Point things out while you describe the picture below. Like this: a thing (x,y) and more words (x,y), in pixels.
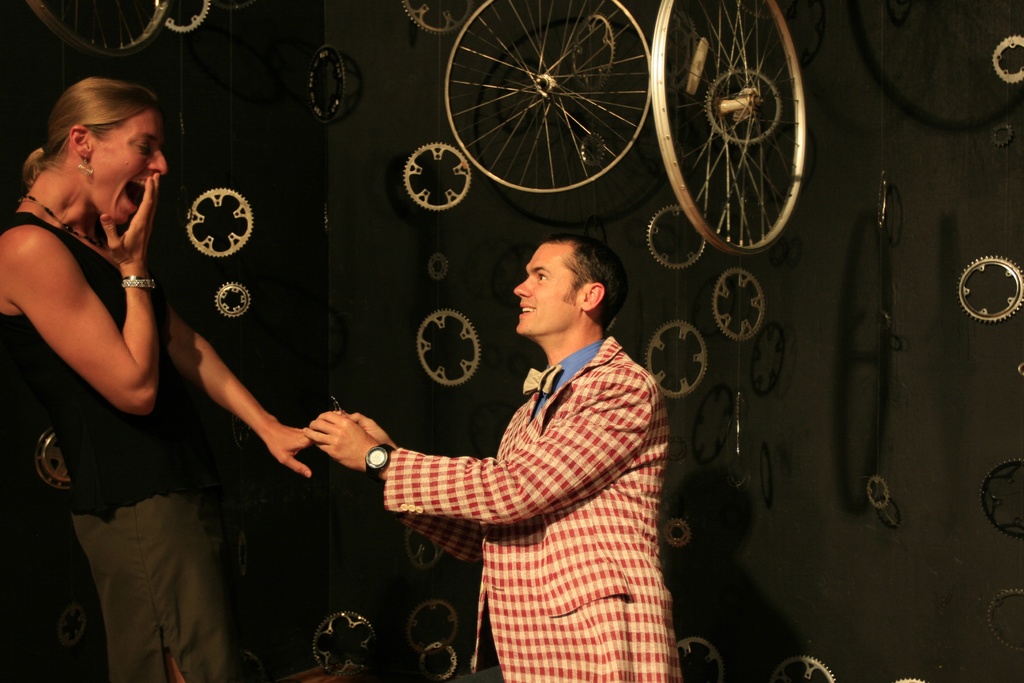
In this picture I can observe a couple (545,505). On the left side (113,455) I can observe a woman (112,273). In the middle of the picture (596,281) there is a man (529,494) wearing a coat (541,452). Both of them are smiling. In the background (628,133) I can observe some wheels (448,105) hanged.
